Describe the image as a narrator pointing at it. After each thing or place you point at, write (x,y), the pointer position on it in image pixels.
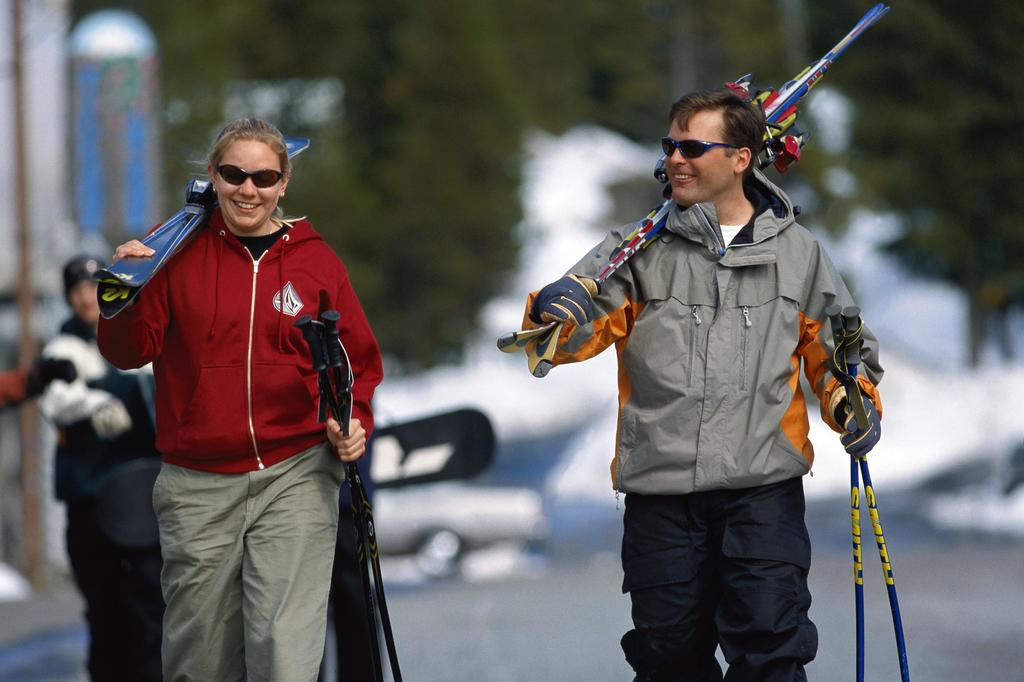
In this image we can see both the persons (297,235) are standing and smiling, and holding something in the hand (585,292), and at back (115,404) a person (120,385) is standing.
